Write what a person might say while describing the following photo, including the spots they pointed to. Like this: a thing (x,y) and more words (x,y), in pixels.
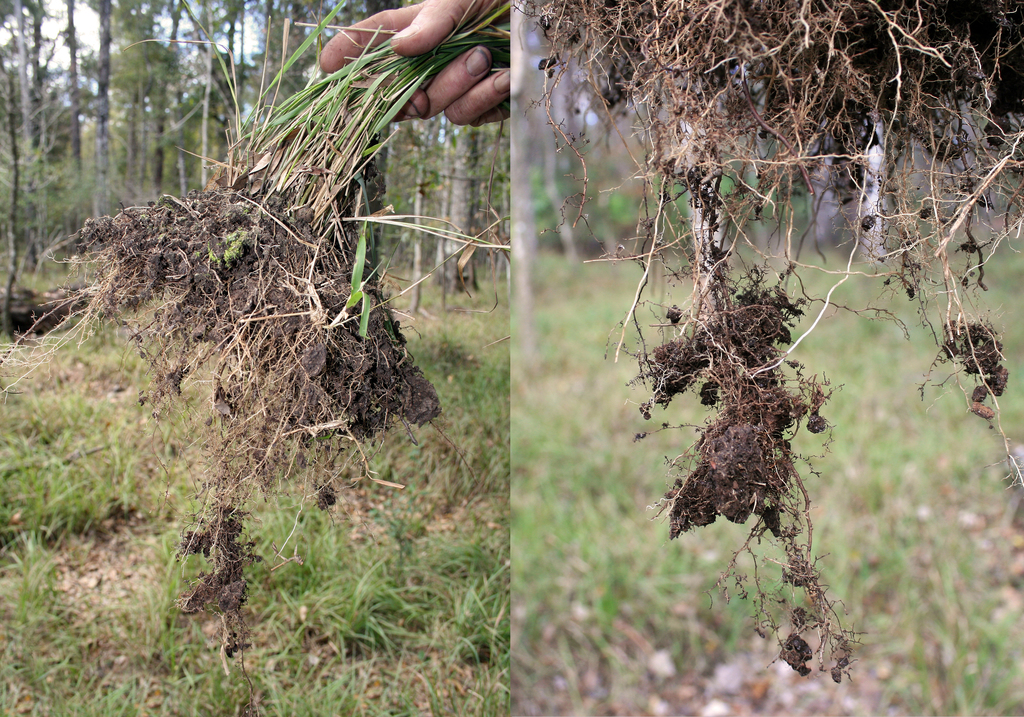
Here we can see two images. On the left (337,224) we can see a person hand (416,18) is holding grass (317,162) in the hand (388,23) and in the background (40,174) there are trees (463,191) and sky (57,65). On the right (696,194) we can see root (845,90) with sand (730,439) and in the background (601,326) the image is blur but we can see trees (590,155) and grass (946,448).
